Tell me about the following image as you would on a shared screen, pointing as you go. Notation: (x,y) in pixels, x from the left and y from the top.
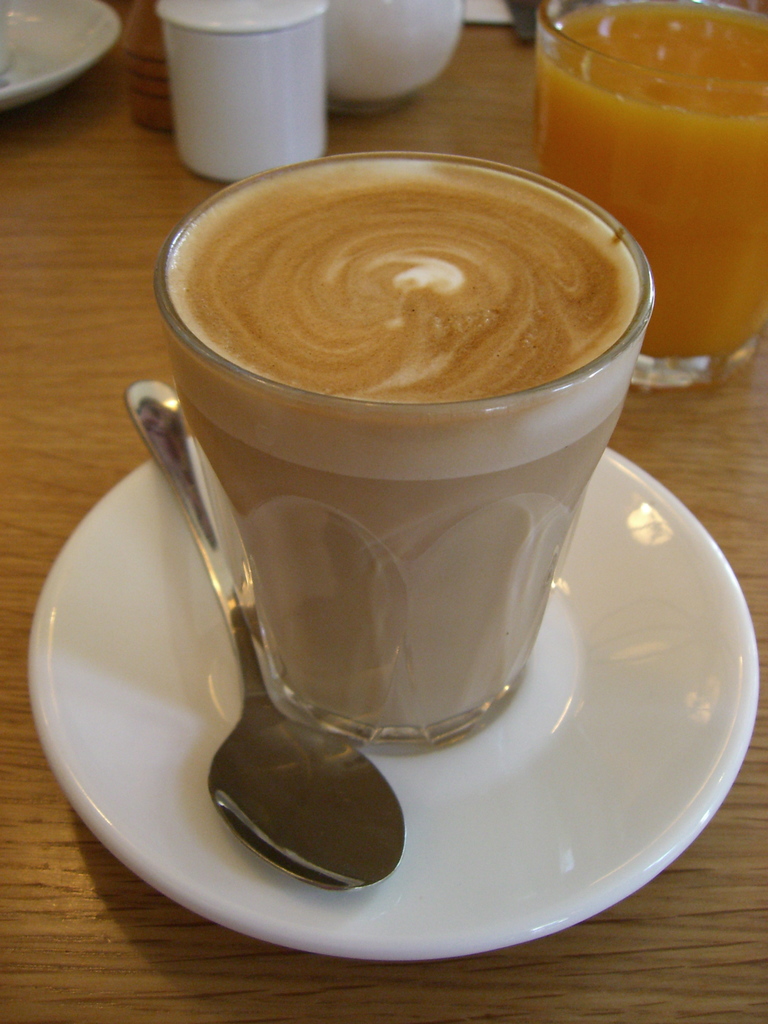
In this image i can see a glass (467,490), a spoon (335,808) and a saucer (486,756) on the table (326,1023). In the background (236,85) i can see few ceramic containers (285,73).
